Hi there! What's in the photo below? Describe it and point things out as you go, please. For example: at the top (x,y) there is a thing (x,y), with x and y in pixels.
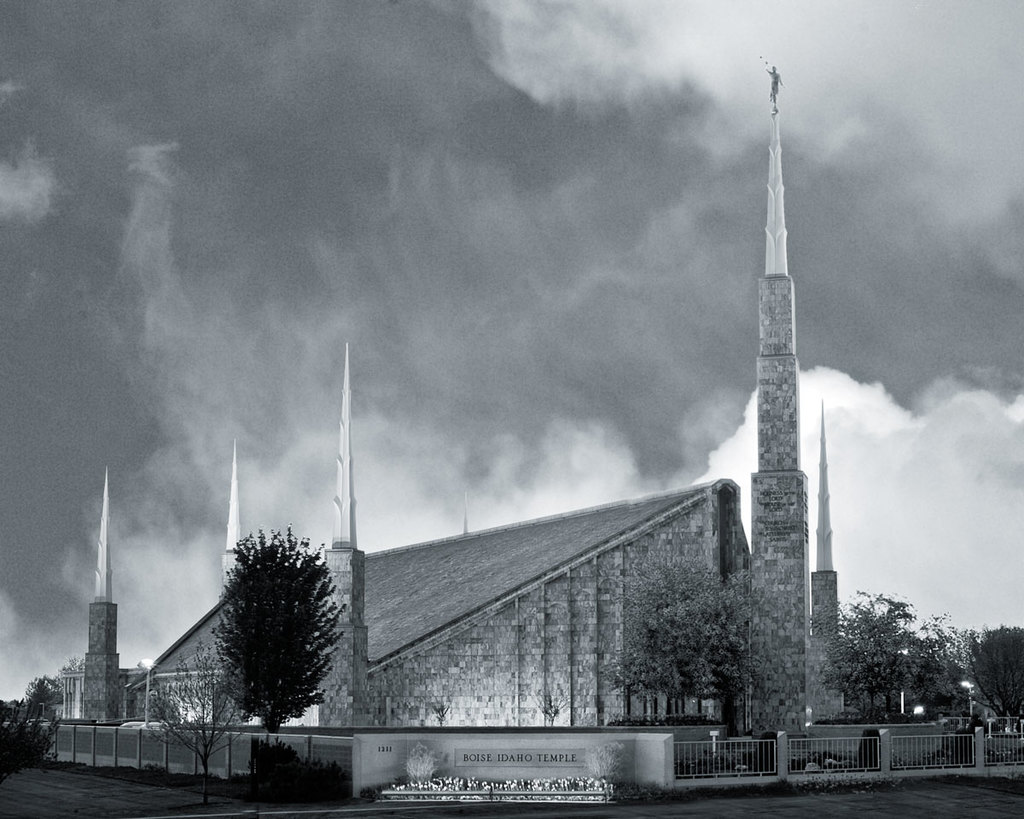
This is a black and white image. I can see a building (352,639), trees (1001,670) and pillars (760,593). At the bottom of the image (492,756), I can see a name board (382,765) and iron grilles (840,763). In the background (195,200), there is the sky (451,240).
